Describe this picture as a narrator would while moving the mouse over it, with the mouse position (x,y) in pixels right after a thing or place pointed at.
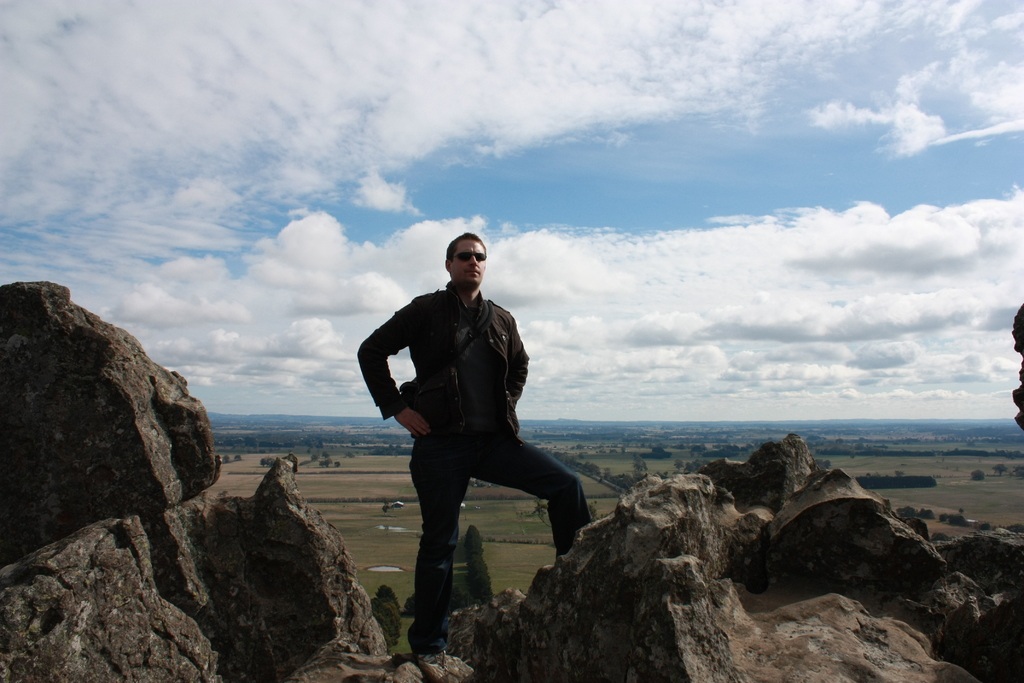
As we can see in the image there are rocks (100,576) and a person (449,442) standing in the front (495,462). In the background (679,435) there are trees (587,437) and sky (87,264). At the top (329,156) there is sky (309,167) and clouds (262,201).
